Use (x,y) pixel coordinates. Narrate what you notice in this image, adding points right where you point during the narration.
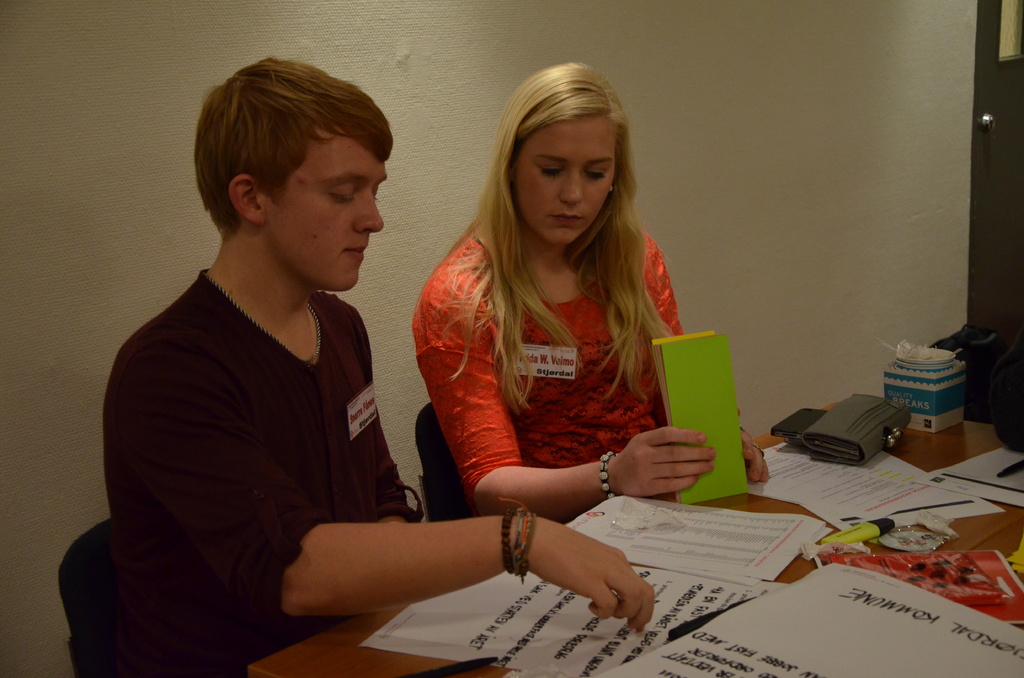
In the image there is a man (354,284) in black shirt (229,351) and a woman (455,374) in orange top (497,369) and blond hair (594,93) sitting in front of table (796,570) with papers (868,666), book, pen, purse (860,431) on it and behind them there is wall (180,150), on the right side (1007,242) there is a door (1021,244).
